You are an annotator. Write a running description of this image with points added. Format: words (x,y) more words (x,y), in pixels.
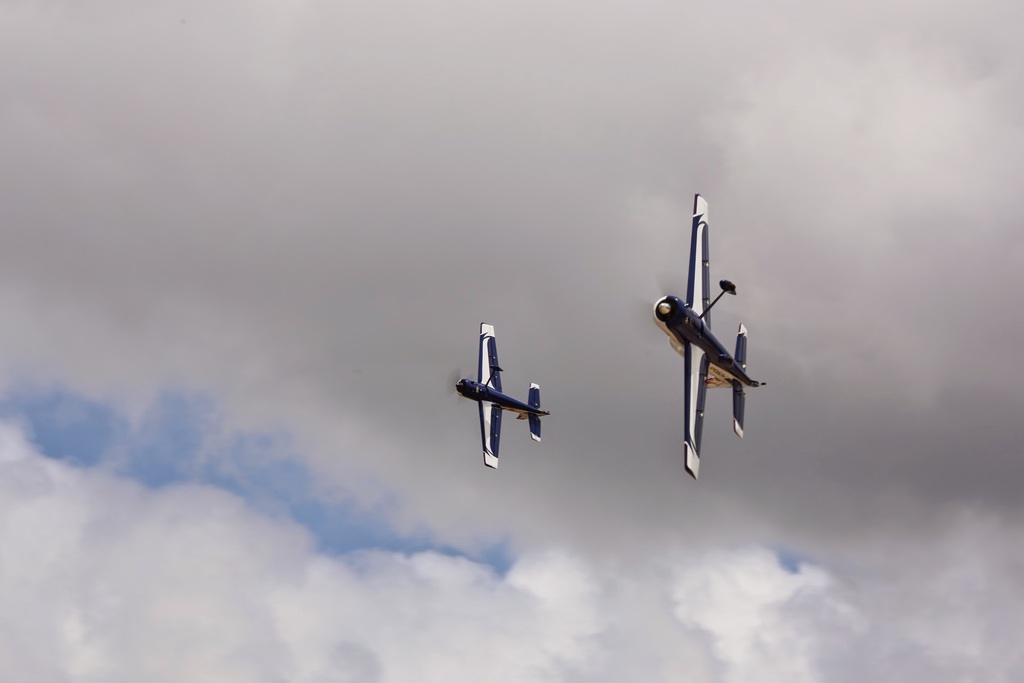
In this image I can see two aircrafts (489,405) which are black and white in color are flying in the air (668,351). In the background (320,209) I can see the sky (294,339).
